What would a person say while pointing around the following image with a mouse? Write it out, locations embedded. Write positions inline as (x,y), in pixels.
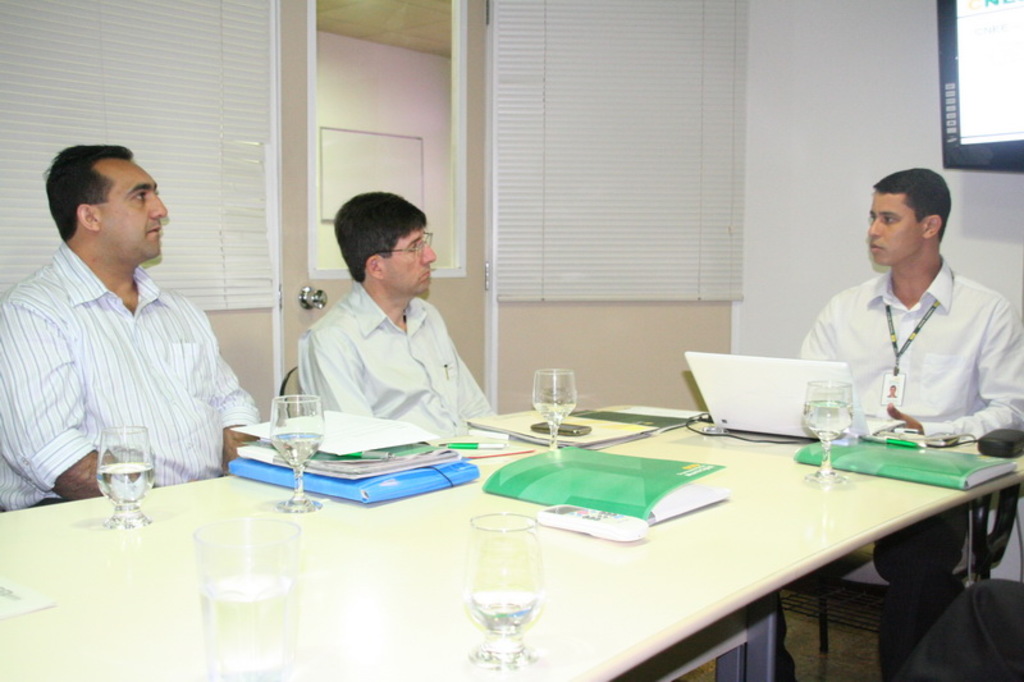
In the picture we can see three people (896,408) sitting on the chairs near the table (23,553), one man (909,410) is wearing a shirt (880,414) and a tag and explaining something to the other two people (81,169) and on the table (11,567), we can see some glasses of water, some files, pens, remote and mobile phone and a laptop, in the background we can see a wall (851,147) with a door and a screen (999,104).
